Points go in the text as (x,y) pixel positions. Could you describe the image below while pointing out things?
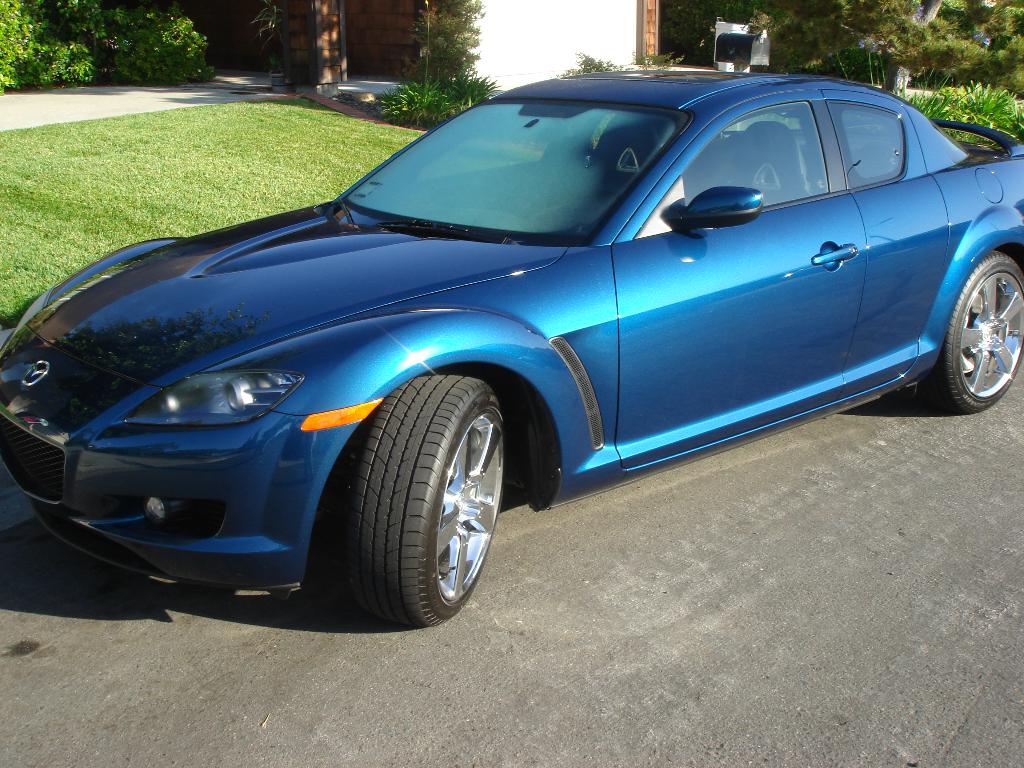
In this image we can see a blue color car (700,346) parked on the road (383,654). In the background (439,93) we can see the house (595,28), trees (899,22), plants (467,93) and also the grass (223,148).
